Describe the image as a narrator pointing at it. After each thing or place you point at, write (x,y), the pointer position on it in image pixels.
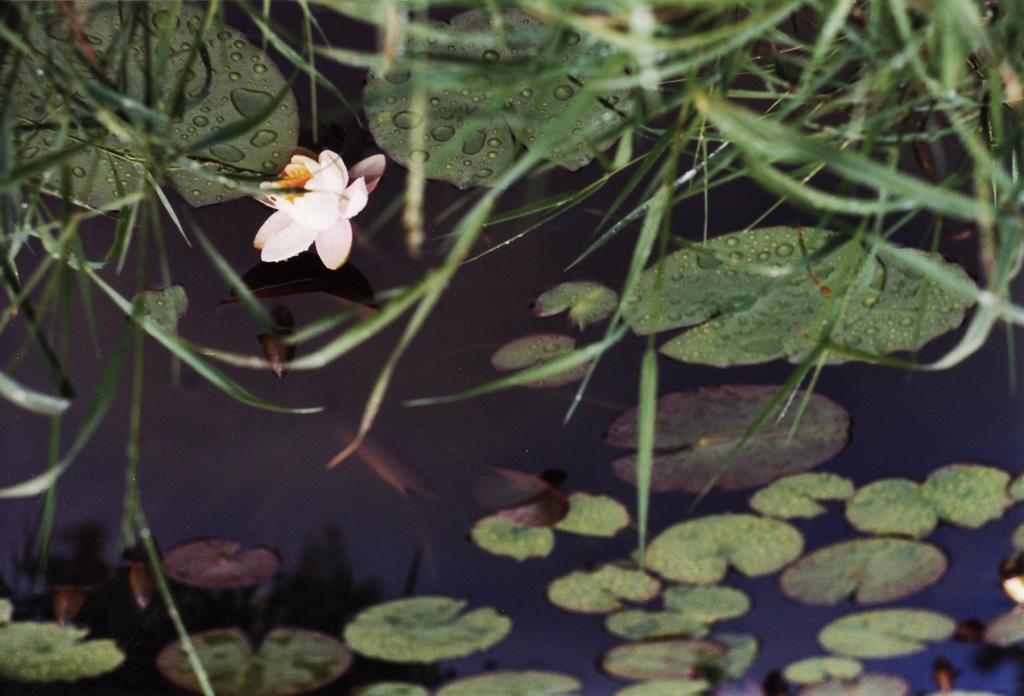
In this image I can see water (471,602), leaves (496,618), grass (233,181), flowers (378,160) and plants (353,170). This image is taken may be during night.
